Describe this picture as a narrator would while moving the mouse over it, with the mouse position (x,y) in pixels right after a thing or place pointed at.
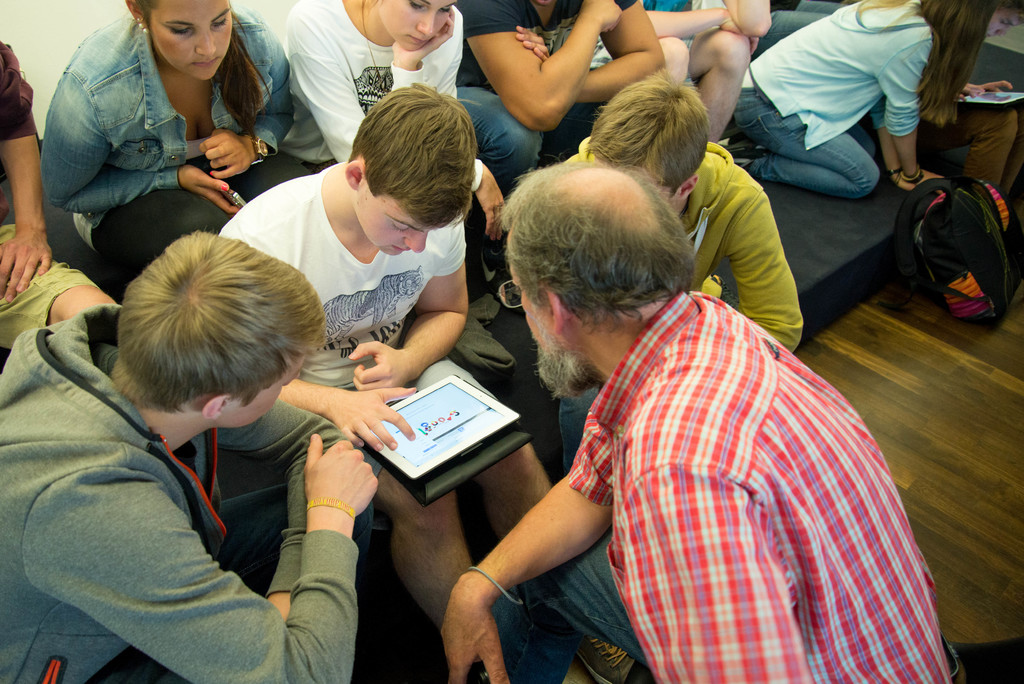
In this image, I can see a group of people (744,51) sitting. Among them two persons (455,312) are holding the tabs (390,471). On the right side of the image (992,303), I can see a bag (965,293) on the floor (940,452).
